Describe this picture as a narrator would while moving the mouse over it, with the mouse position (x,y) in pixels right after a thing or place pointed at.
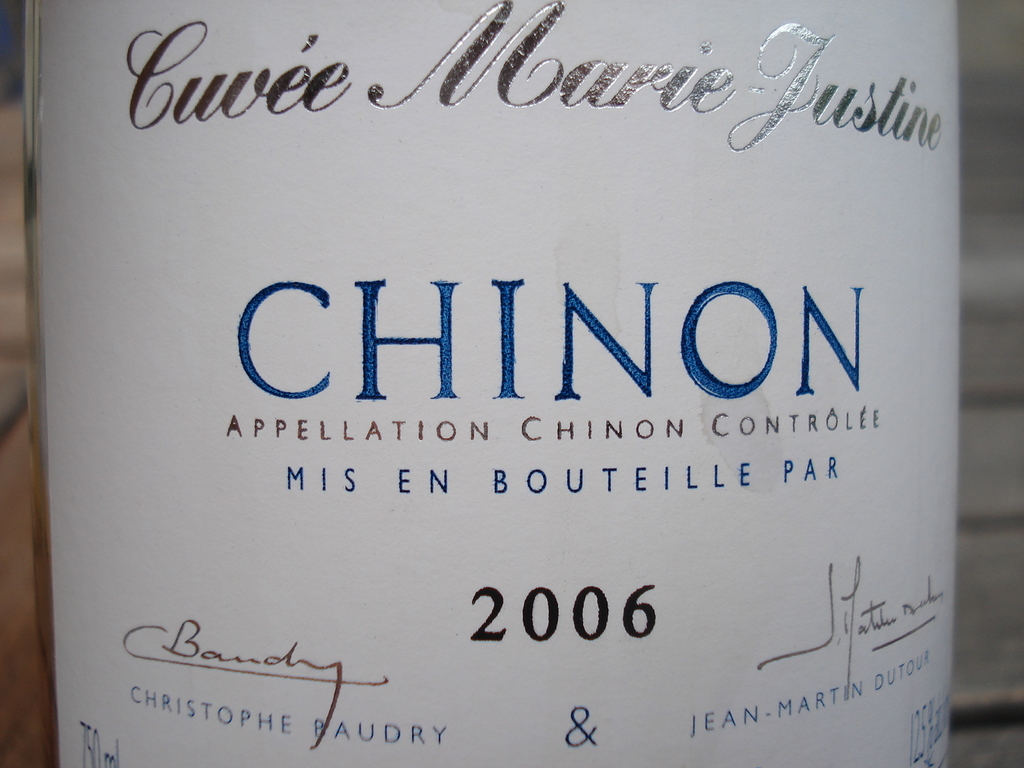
In the center of the image (422,382) we can see a wine bottle (394,538).
